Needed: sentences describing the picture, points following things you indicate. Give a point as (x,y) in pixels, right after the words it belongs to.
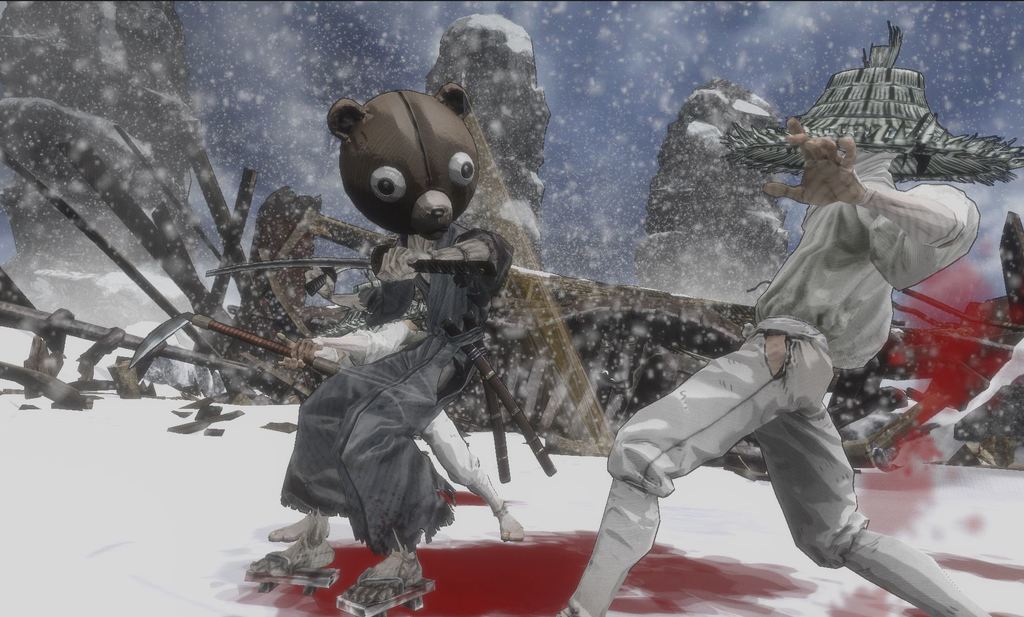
This looks like an animated image. I can see few people (372,330) standing and holding the weapons (459,265). This is the snow (171,438). In the background (216,317), I can see the objects (210,306).
